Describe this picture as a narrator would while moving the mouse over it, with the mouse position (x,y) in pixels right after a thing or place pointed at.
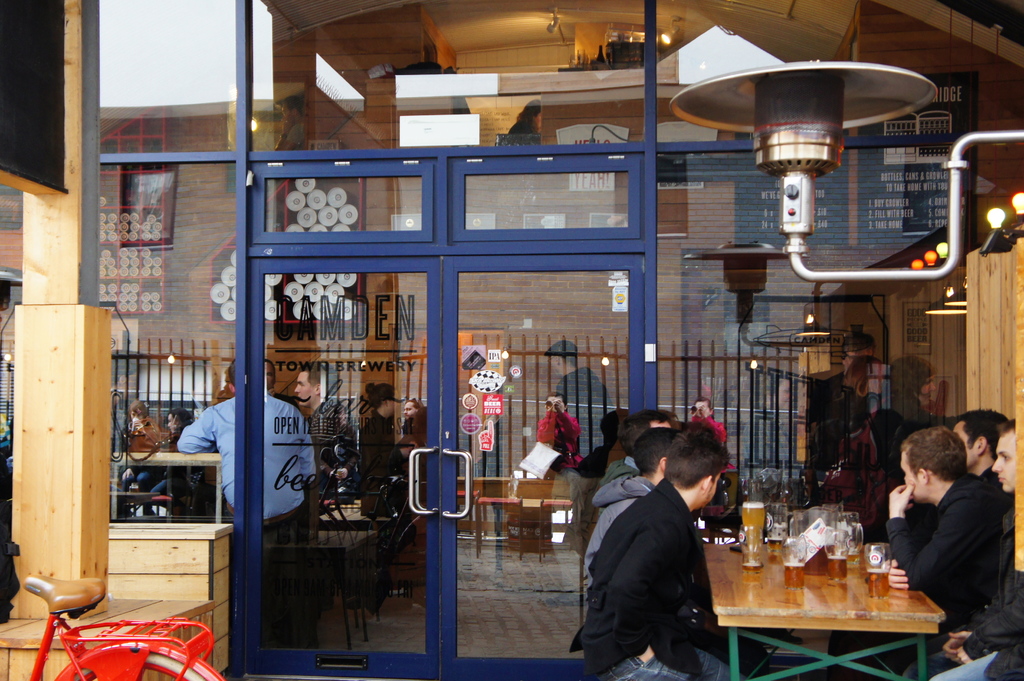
This is a brewery shop (437,432) and there are group of people (272,455) sitting inside and outside, here outside there is group of people (699,442) sitting with a table (780,572) and beers (803,564) in front of them and bottom left side (83,667) there is bicycle (64,591) at the right side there are lights (944,243), here there is a building (194,280) and a window (156,193), here there is a railing (150,371).
